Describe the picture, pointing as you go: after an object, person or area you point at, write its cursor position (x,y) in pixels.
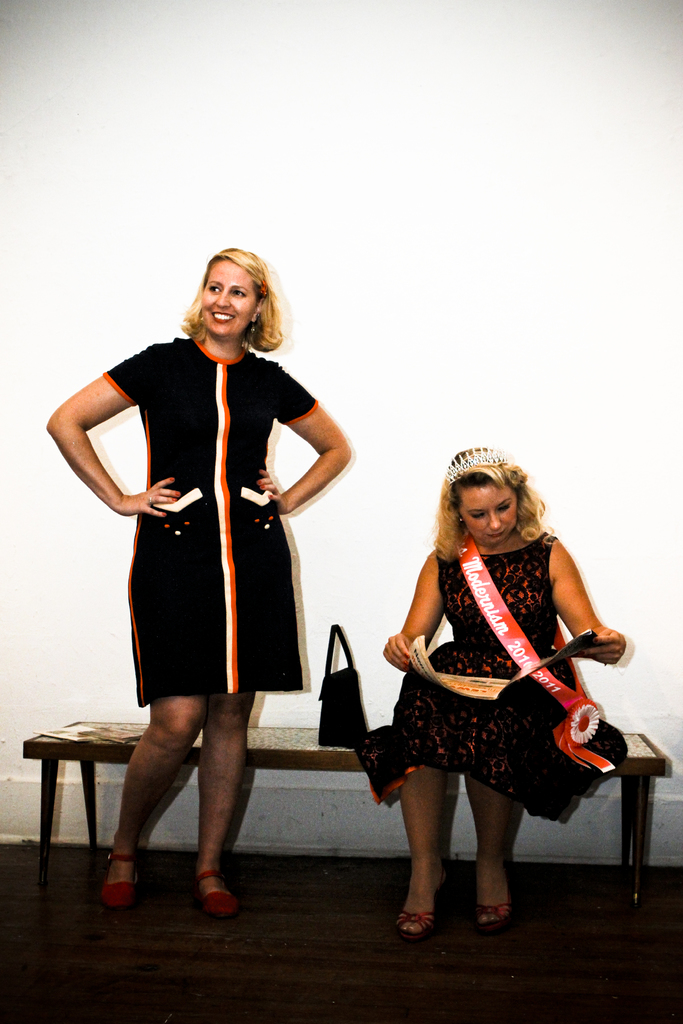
This woman (236,463) wore black dress (236,445) and giving still. This woman (491,508) is sitting on a bench (317,746) and looking at this paper (461,680). On this bench (287,743) there is a handbag (325,695). This woman (221,526) holds smile (218,312). This woman (465,557) wore crown (490,458).
